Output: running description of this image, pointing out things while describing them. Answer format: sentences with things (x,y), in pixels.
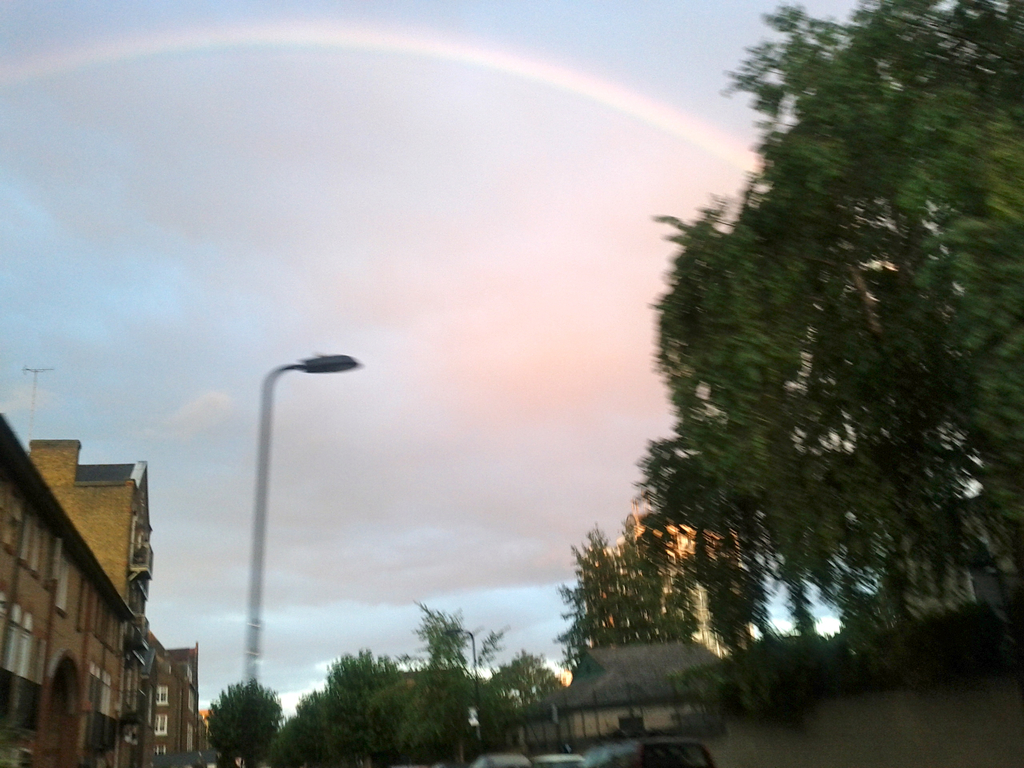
On the right side of the picture (808,471) there are trees (850,532). In the center of the picture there are cars (619,767), house (606,699), trees (384,689) and a street light (246,681). On the left (95,616) there is a building (98,599). In the sky (340,60) there is a rainbow (707,144).
